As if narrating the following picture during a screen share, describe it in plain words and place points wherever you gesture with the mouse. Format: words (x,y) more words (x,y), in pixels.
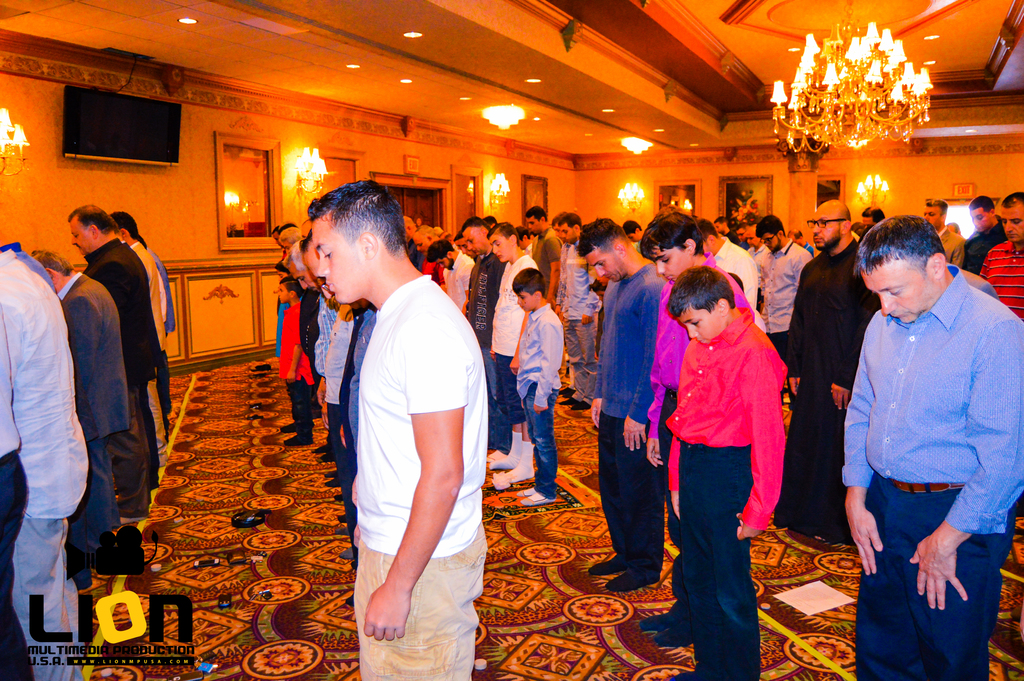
In this picture we can see group of people (989,439) standing on the carpet (504,595). There is a phone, few toys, paper (821,603) and few other objects (269,595) on this carpet (553,665). There are some lights (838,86) on top and a television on the wall (836,157). A chandelier (792,93) is visible on top (839,73). We can see few frames (222,148) on the wall (924,169).
